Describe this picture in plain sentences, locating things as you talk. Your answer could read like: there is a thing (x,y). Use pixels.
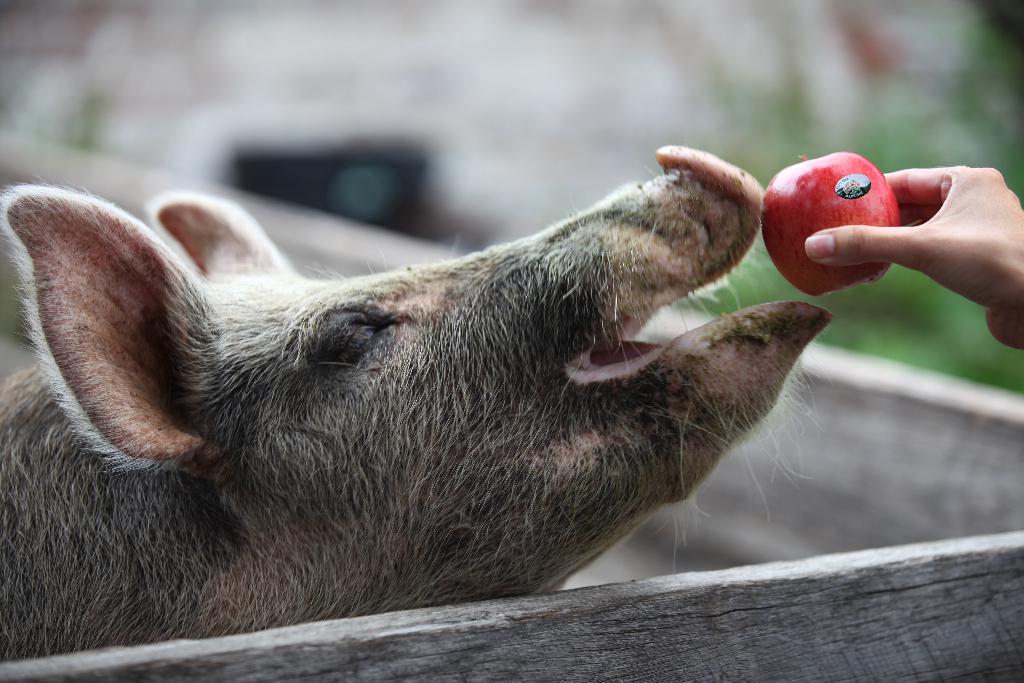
In this image there is a pig (365,338), around the pig (234,276) there is a wooden wall (584,659) and there is a hand (944,246) holding an apple (846,217), in the background (638,148) it is blurred.
